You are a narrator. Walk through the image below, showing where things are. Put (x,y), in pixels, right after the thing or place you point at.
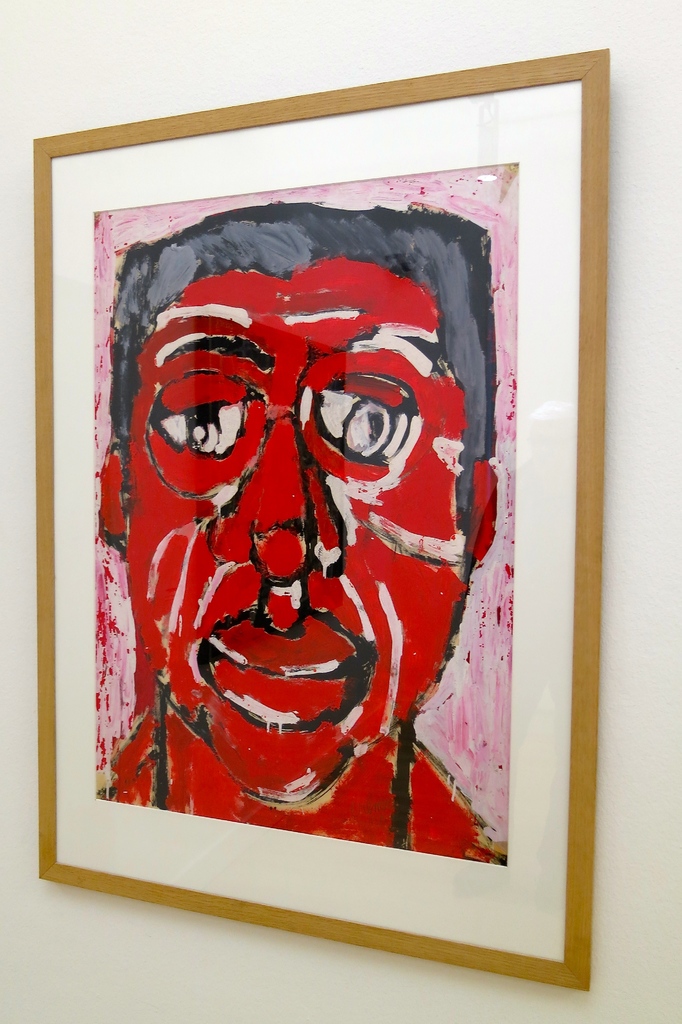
In this picture there is a portrait (359,225) in the center of the image (387,679), on which there is a man (306,396).
